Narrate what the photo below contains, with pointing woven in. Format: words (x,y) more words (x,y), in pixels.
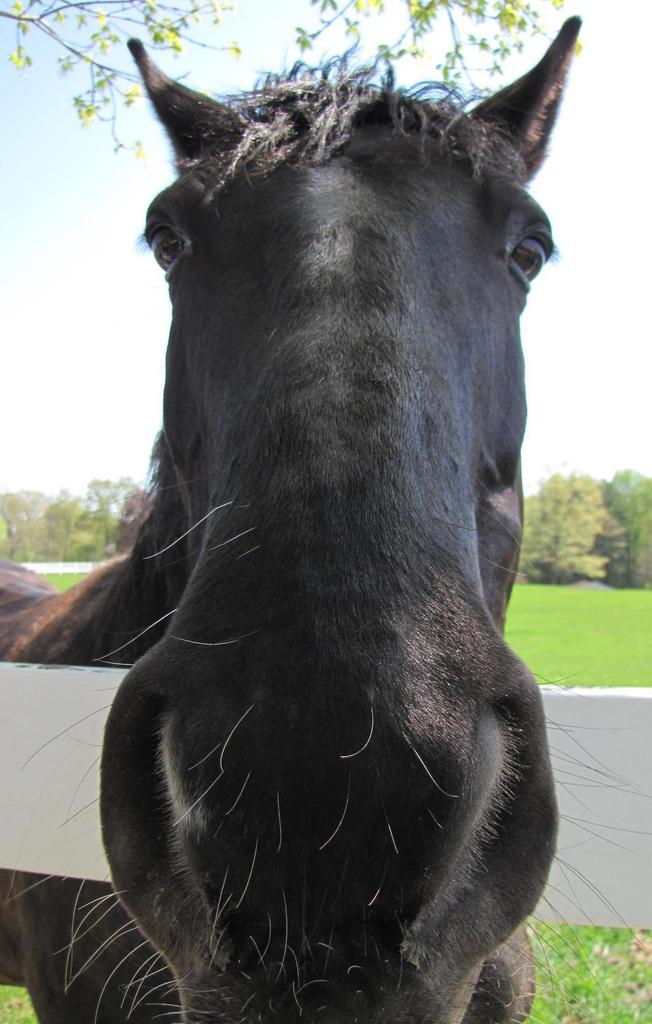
There is a black color horse (182,382) standing near a white color wood (87,711). In the background (553,602), there are trees (608,568) and grass (599,638) on the ground (605,675) and there are clouds (555,164) in the blue sky (88,98).
